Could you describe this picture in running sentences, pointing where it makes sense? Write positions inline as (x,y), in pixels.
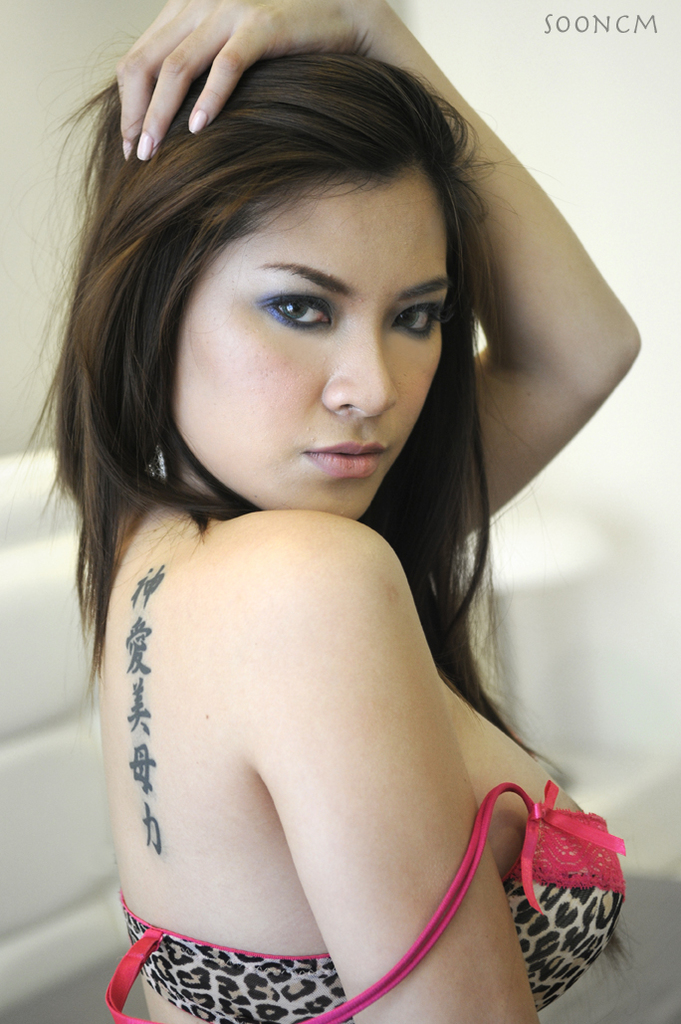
In this picture we can see a woman (367,541). There is a white background (634,455). At the top right side of the image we can see a watermark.
